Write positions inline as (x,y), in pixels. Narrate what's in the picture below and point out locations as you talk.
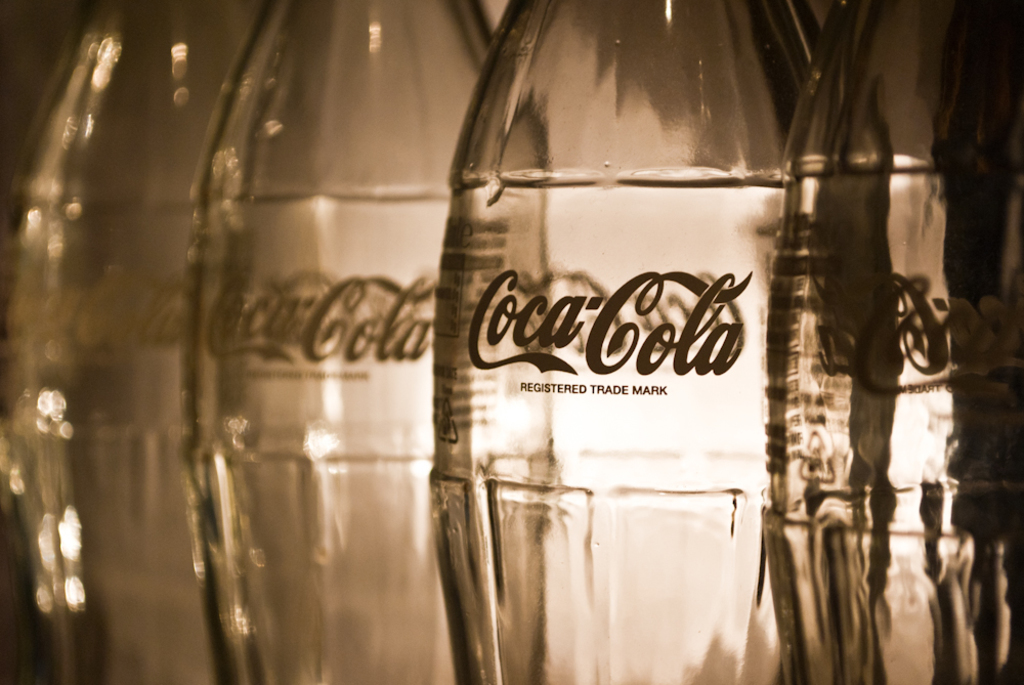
This picture is mainly highlighted with bottles (545,471).
